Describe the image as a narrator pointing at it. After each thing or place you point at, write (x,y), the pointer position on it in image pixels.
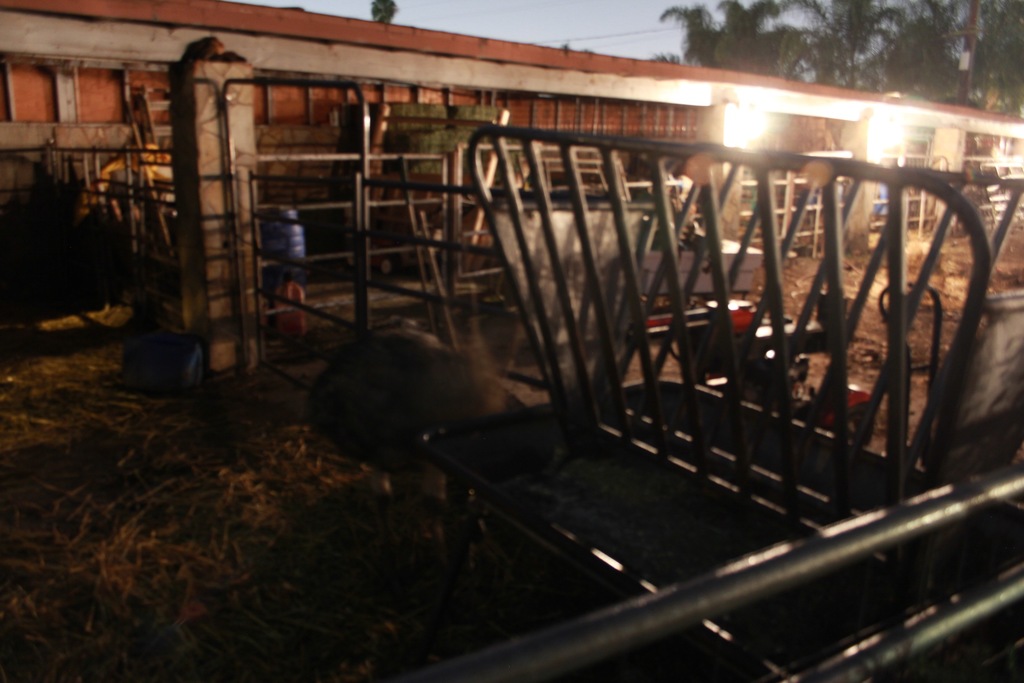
In the foreground of the picture (42,441) there are grass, gate (366,233), railing (786,462) and other objects (444,414). In the center of the picture (493,242) there are grass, railing (767,185), light (878,119) and a construction (679,89). In the background (780,20) there are trees (951,46), current pole (976,22) and cable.
